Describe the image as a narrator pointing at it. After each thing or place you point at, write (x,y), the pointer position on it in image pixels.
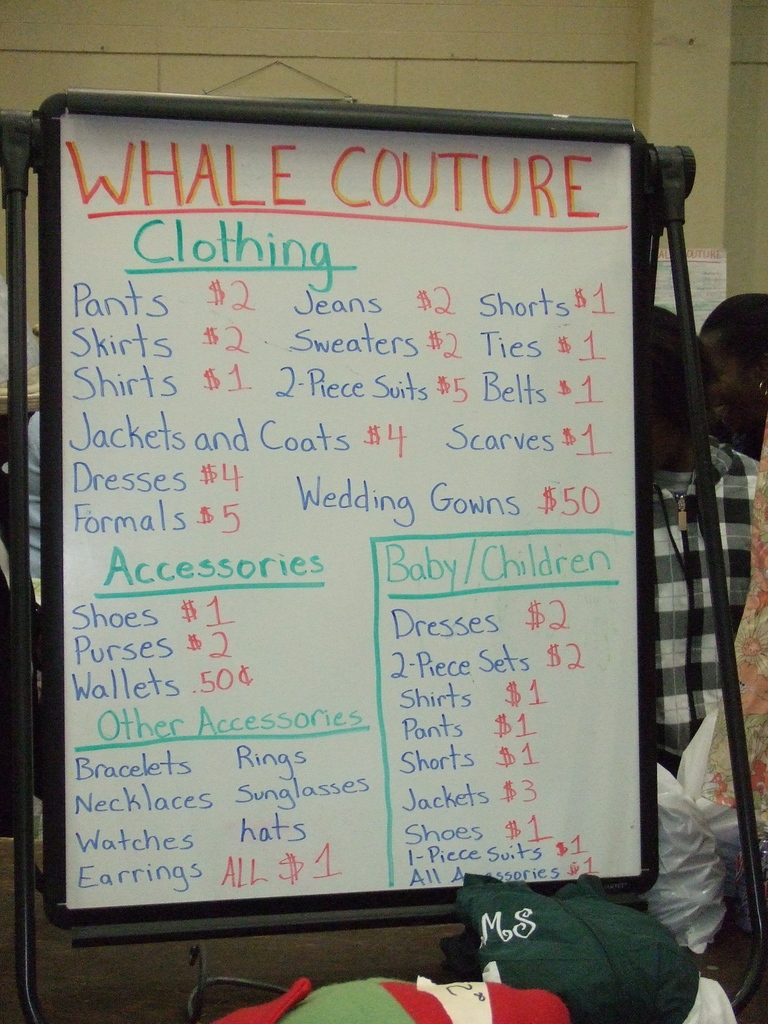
In this picture we can see a board (173,836), toy (524,999), clothes (595,920), plastic covers (689,792), two people (731,322), poster (699,323) and in the background (582,94) we can see the wall (539,63).
